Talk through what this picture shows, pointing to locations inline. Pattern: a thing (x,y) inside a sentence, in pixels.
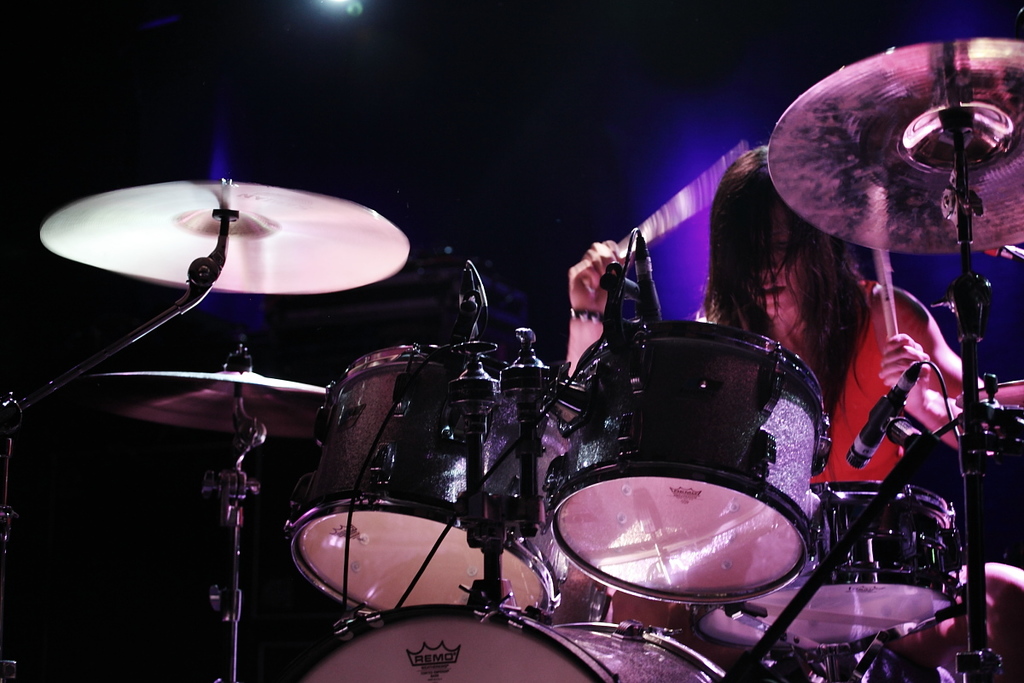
In this image we can see a person (816,268) playing drums (616,510), there are mics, and the background (523,119) is dark.
